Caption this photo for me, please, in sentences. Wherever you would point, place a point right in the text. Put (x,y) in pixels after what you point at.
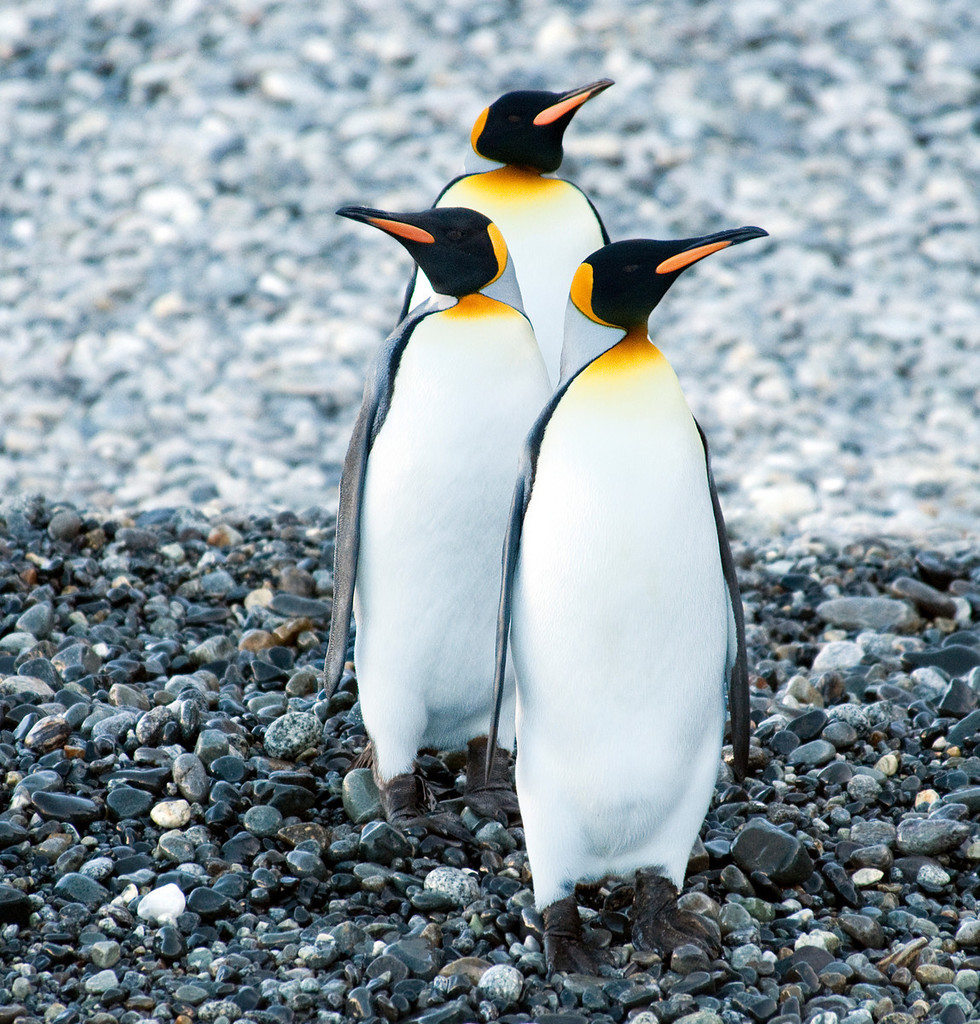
In this picture we can see penguins (397,344) and stones (100,697). In the background of the image (811,393) it is blurry.
